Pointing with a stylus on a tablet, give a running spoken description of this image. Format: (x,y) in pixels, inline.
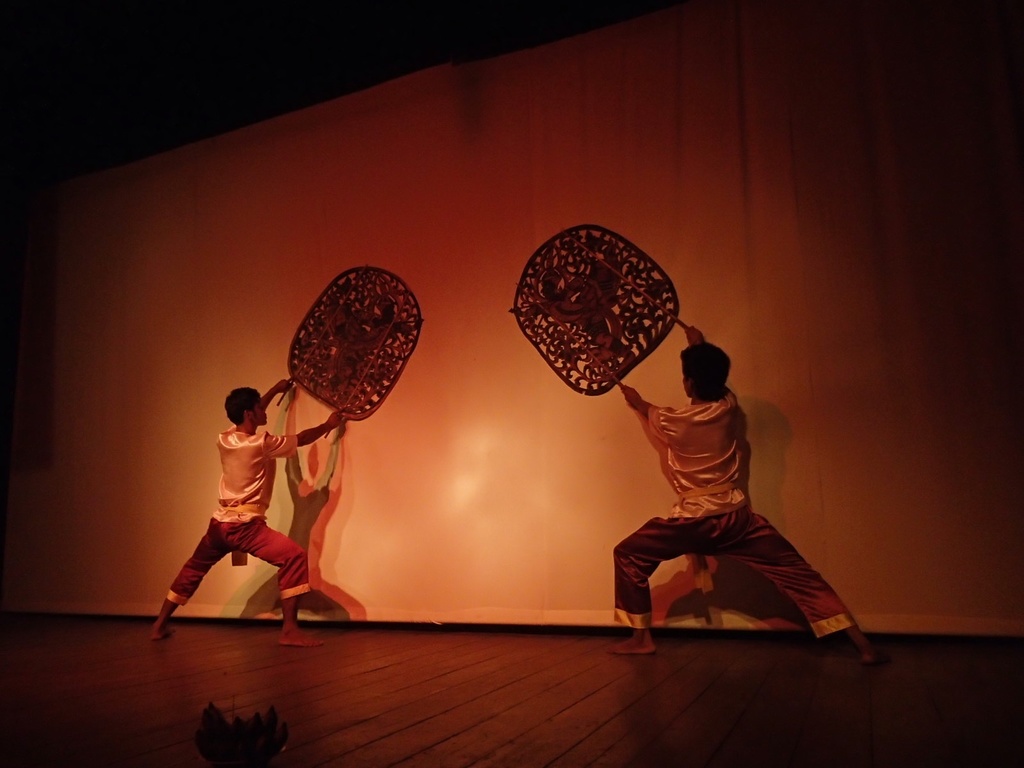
There is an activity being performed by two boys (298,550) on the stage (350,692).
